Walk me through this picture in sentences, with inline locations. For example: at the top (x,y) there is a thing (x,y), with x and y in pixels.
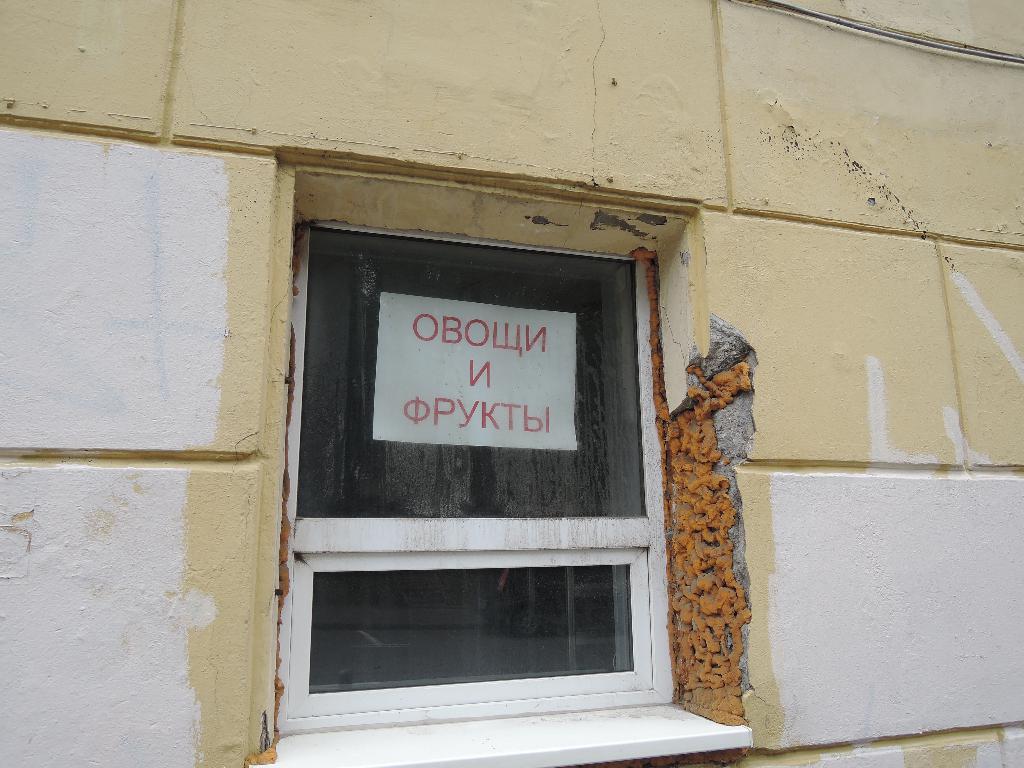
In this image we can see the window (517,534). There is a poster (467,351) on the window glass (537,620). There is a wall (922,567) in the image.
